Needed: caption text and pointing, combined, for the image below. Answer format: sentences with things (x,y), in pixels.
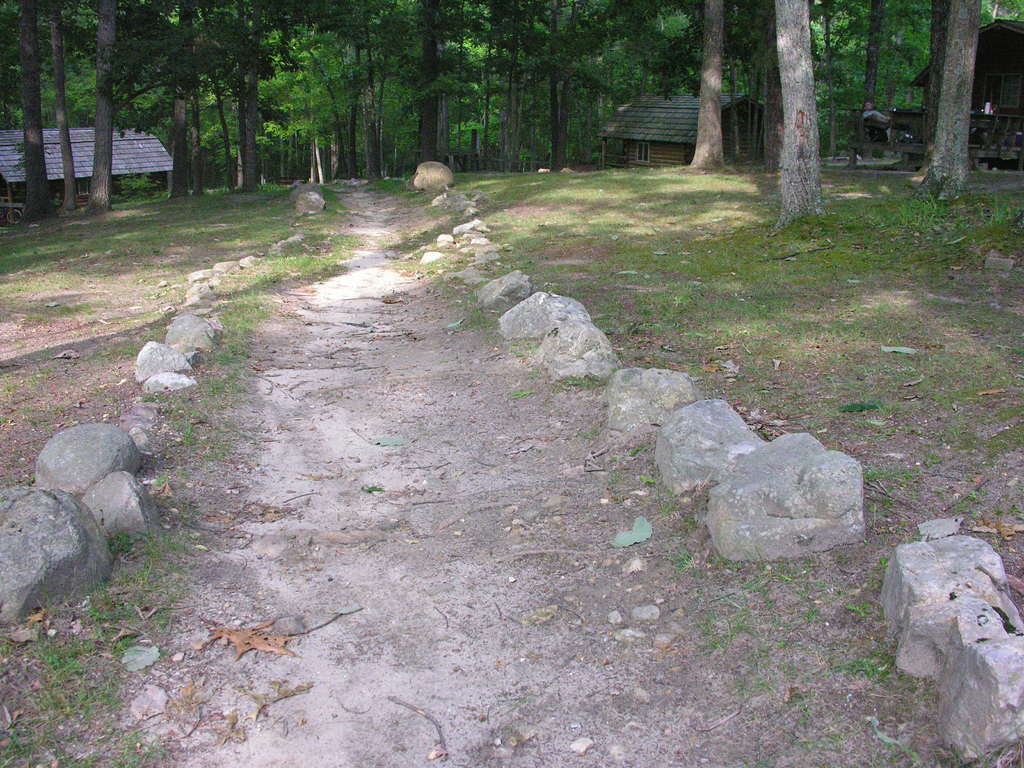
In the picture I can see the grass (783,394) and rocks (489,297) on the ground (453,473). In the background (150,116) I can see houses (140,128), trees (504,80) and some other objects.
